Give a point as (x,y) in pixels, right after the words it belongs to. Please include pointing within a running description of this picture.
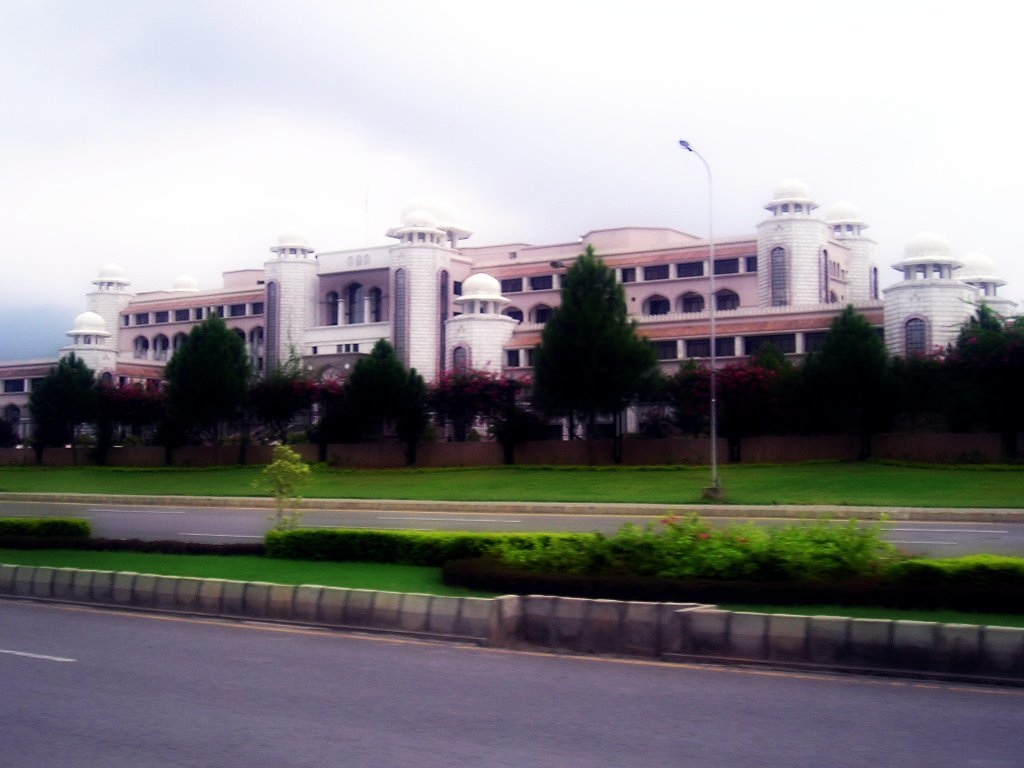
This is a blur image of a building (471,302) I can see trees (45,405) and a light pole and a road (905,544) in the center of the image (346,509) and a divider (30,571) and another road (458,689) at the bottom of the image (549,656) and at the top of the image (213,231) I can see the sky (158,185).
